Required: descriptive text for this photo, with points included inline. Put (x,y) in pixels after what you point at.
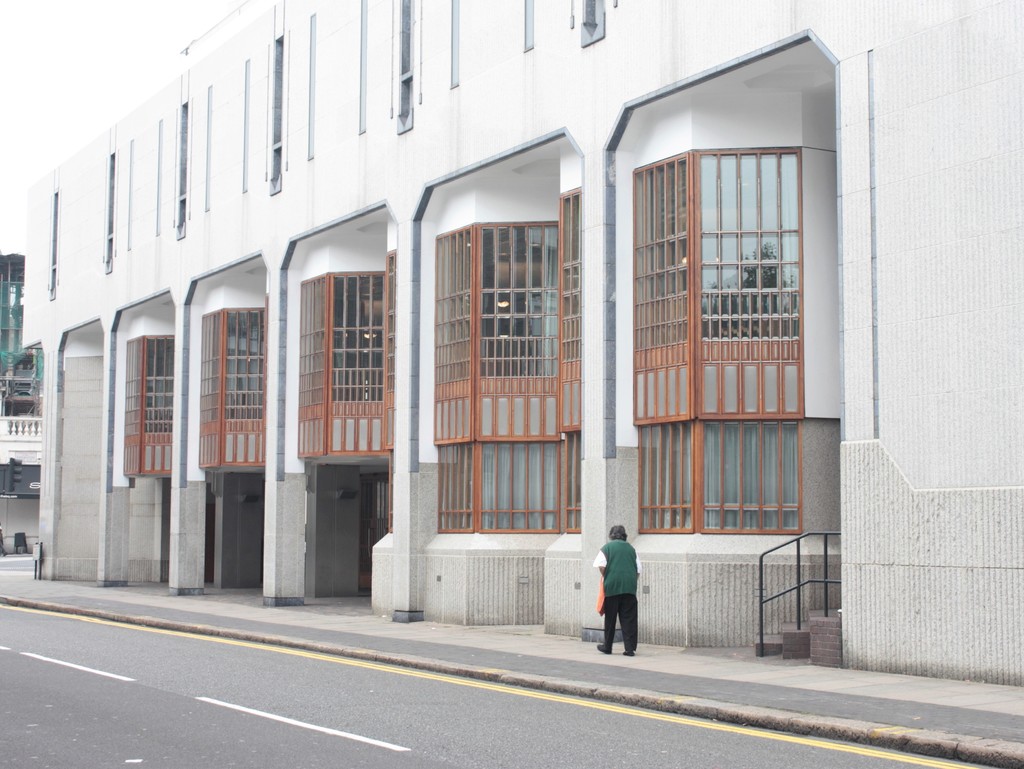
In this picture there is a building (451,234) which is in white color and there is a person (619,599) standing beside it and there is another building (20,400) in the background (20,387).
